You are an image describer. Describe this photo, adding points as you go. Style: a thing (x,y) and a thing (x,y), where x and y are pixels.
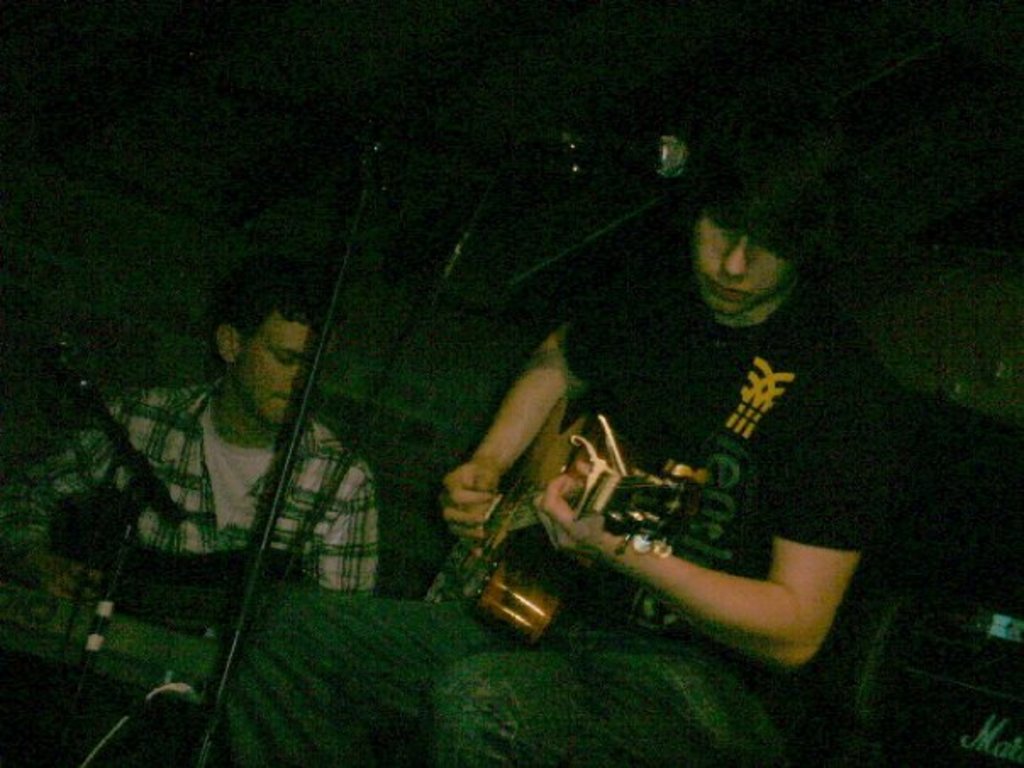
In this image there are two persons (735,257) playing musical instruments (553,468).
